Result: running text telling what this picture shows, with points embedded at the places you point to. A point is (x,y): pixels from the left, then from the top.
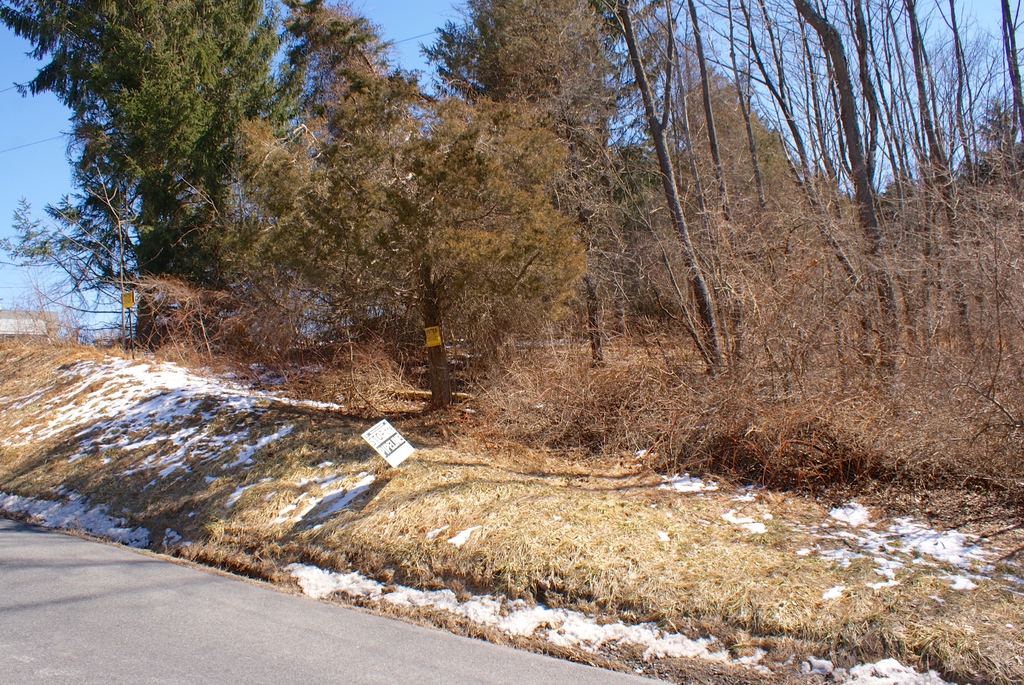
In this image we can see trees (468,168), grass (193,404), name board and other objects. In the background of the image (5,52) there is the sky (75,158). At the bottom of the image (282,641) there is the road (297,648).
